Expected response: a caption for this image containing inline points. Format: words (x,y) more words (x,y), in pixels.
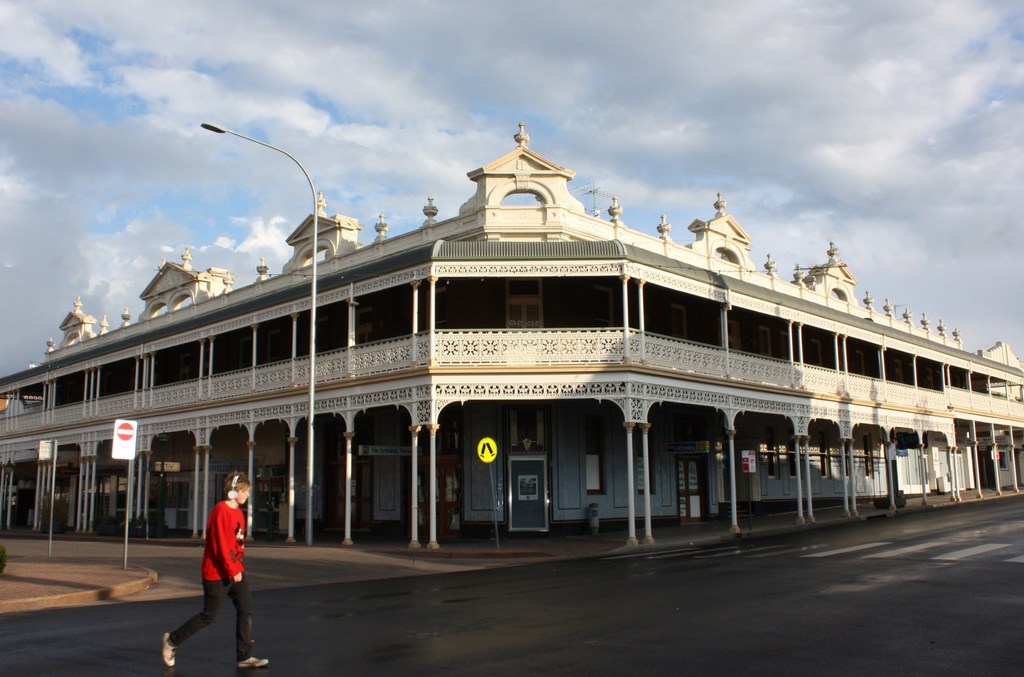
This picture is clicked outside. On the left (217,538) there is a person (213,516) wearing red color t-shirt (226,529), headphones (236,480) and walking on the road (691,602). On the right corner (938,540) we can see the zebra crossing (937,551) and we can see the building (413,377) and we can see the pillars (646,485), doors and windows (594,459) of the building (483,424) and we can see the boards (131,446) on which we can see the text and there is a light (223,133) attached to the pole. In the background (464,55) there is a sky (556,69) which is full of clouds (106,180).
